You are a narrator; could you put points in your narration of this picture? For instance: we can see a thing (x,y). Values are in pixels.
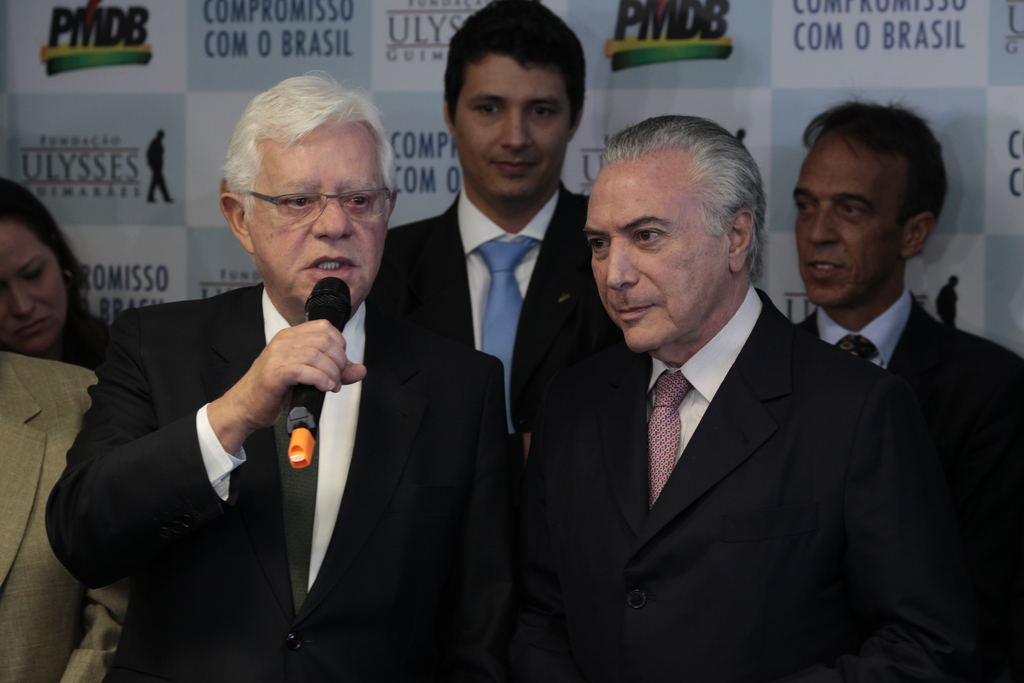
The image consists of people (945,443) in which one of them is holding a mic (339,323) and speaking. At the background (384,116) there is a banner (68,82).
